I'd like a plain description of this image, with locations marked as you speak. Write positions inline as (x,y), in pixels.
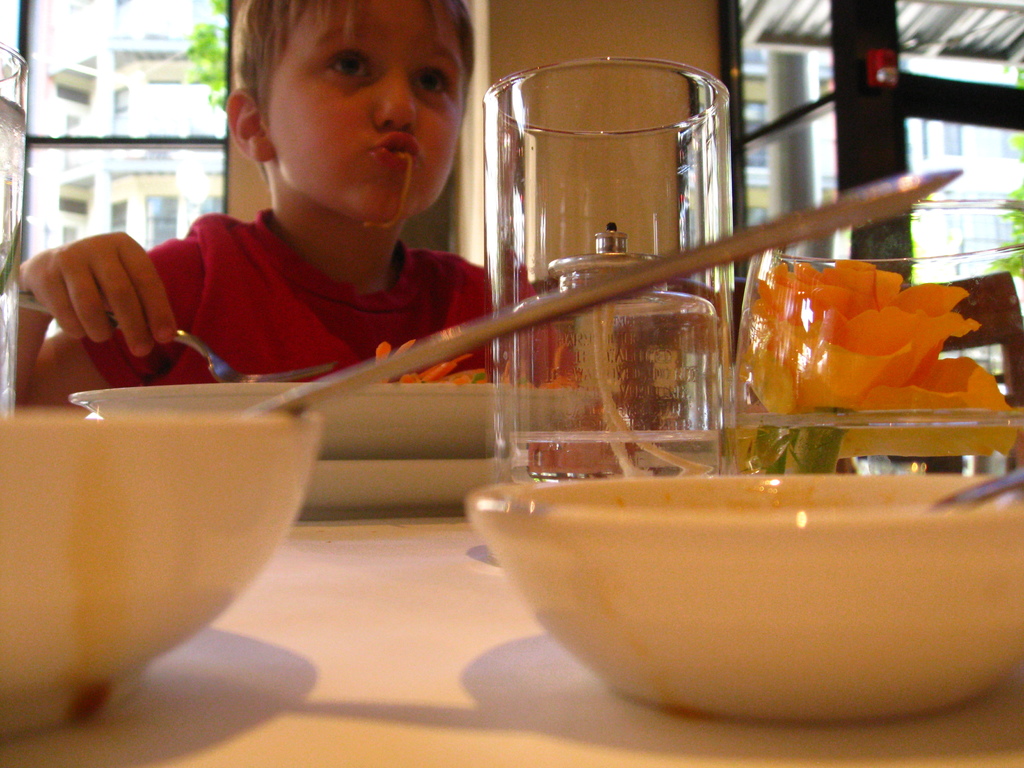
In this picture there is a table (335,622), on that table (418,520) there are bowls (75,453), a kid (357,327) sitting in front of the table (402,525) and holding a fork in his hand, in the background (587,15) there is wall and a glass windows (813,40).
